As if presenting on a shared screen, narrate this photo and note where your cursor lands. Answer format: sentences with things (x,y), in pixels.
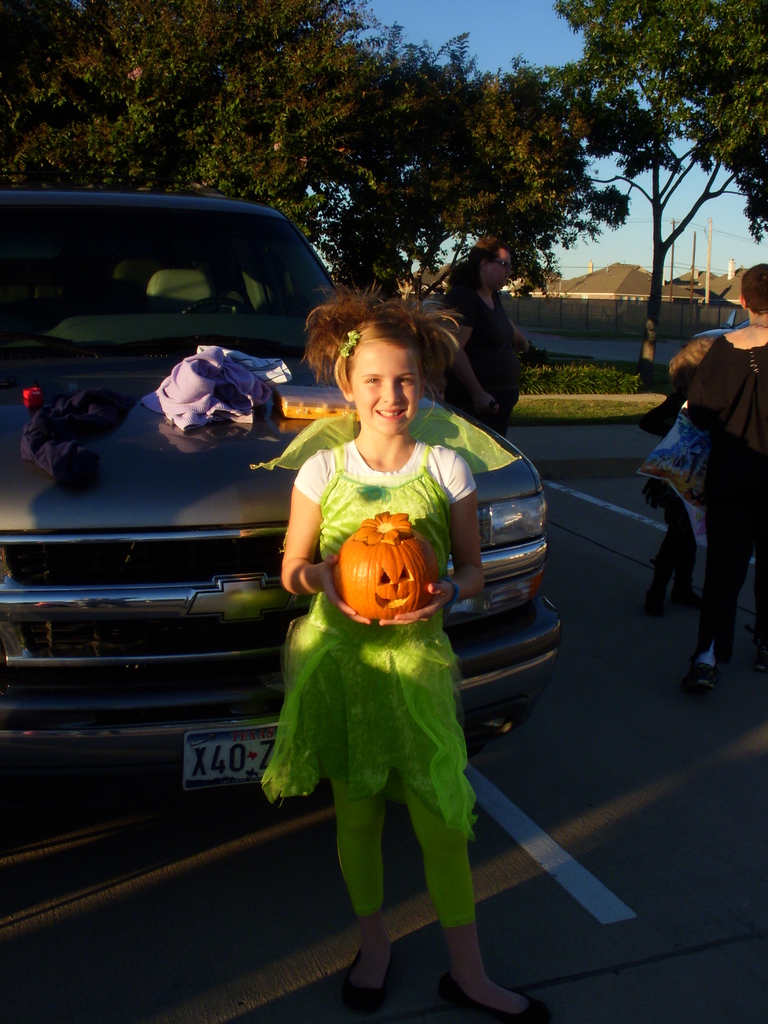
A girl (417,715) is standing, she wore a green color dress (438,678) behind her there is a car (214,536) and on the back side (474,206) there are trees (375,257).
